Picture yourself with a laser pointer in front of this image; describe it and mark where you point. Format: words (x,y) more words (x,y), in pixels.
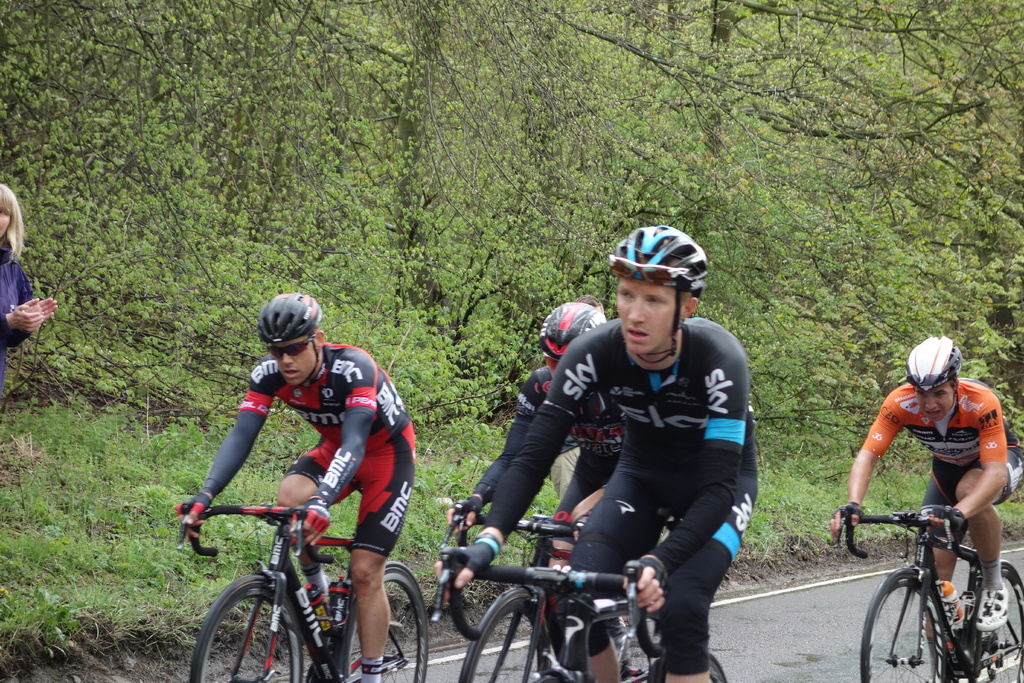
This is the picture of a place where we have some people (661,417) wearing helmets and riding the bicycles (401,563) and around there are some tree (443,2) and plants (39,505) on the floor (70,625).
